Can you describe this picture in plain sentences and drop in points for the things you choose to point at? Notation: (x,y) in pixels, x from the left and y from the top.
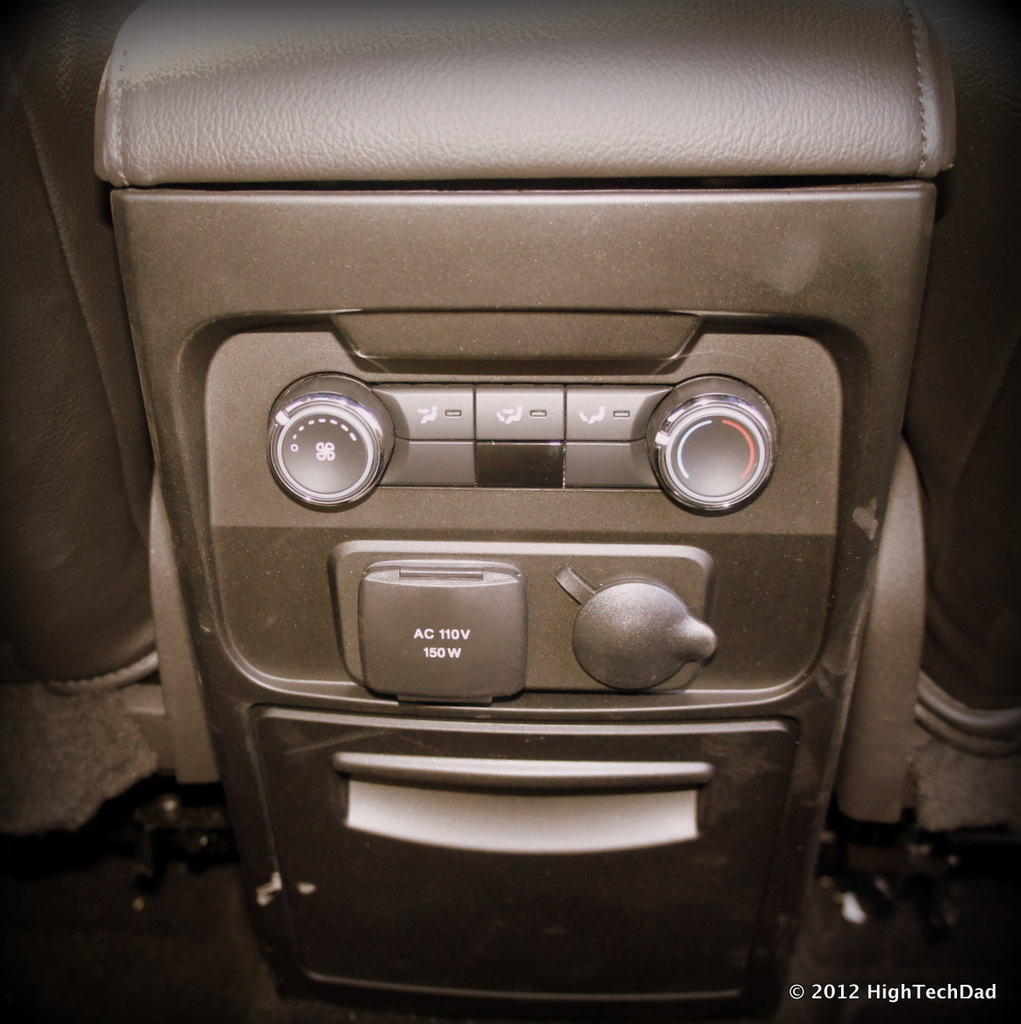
In this picture we can see a device (780,815), buttons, some objects (1011,95) and at the bottom right corner (975,992) we can see some text (948,990).
